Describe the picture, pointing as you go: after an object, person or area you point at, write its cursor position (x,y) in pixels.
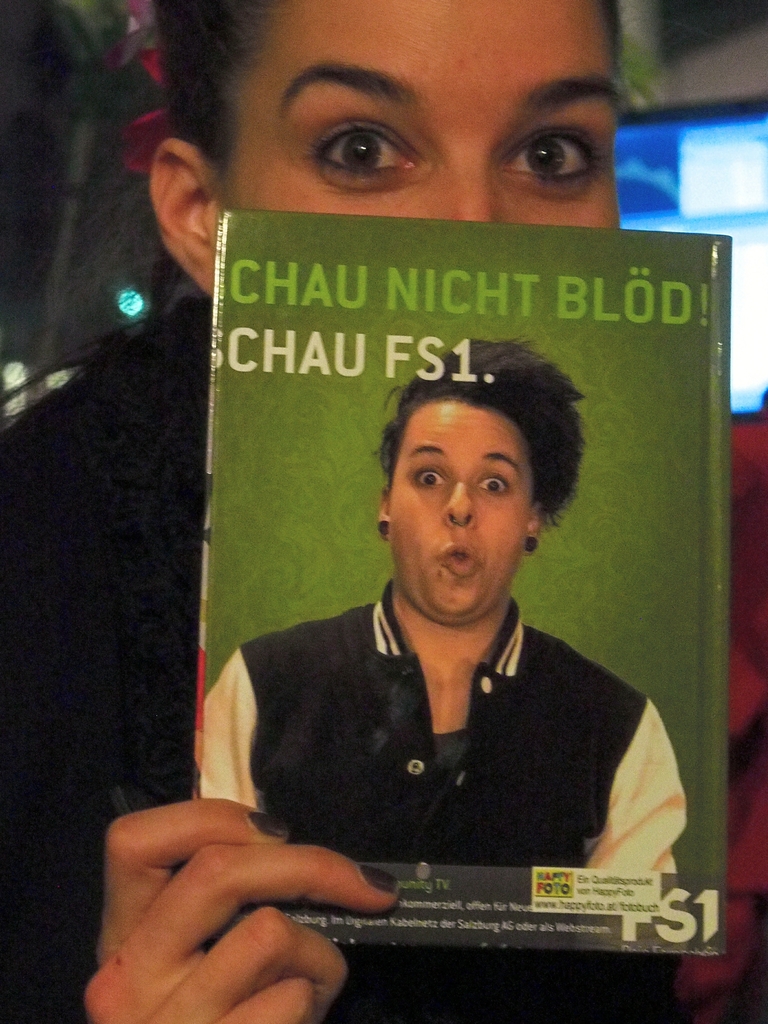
In this picture we can see a woman (198,537) in the black dress (111,591) is holding a book (445,528) and behind the women (7,497) there are other things (677,191).
